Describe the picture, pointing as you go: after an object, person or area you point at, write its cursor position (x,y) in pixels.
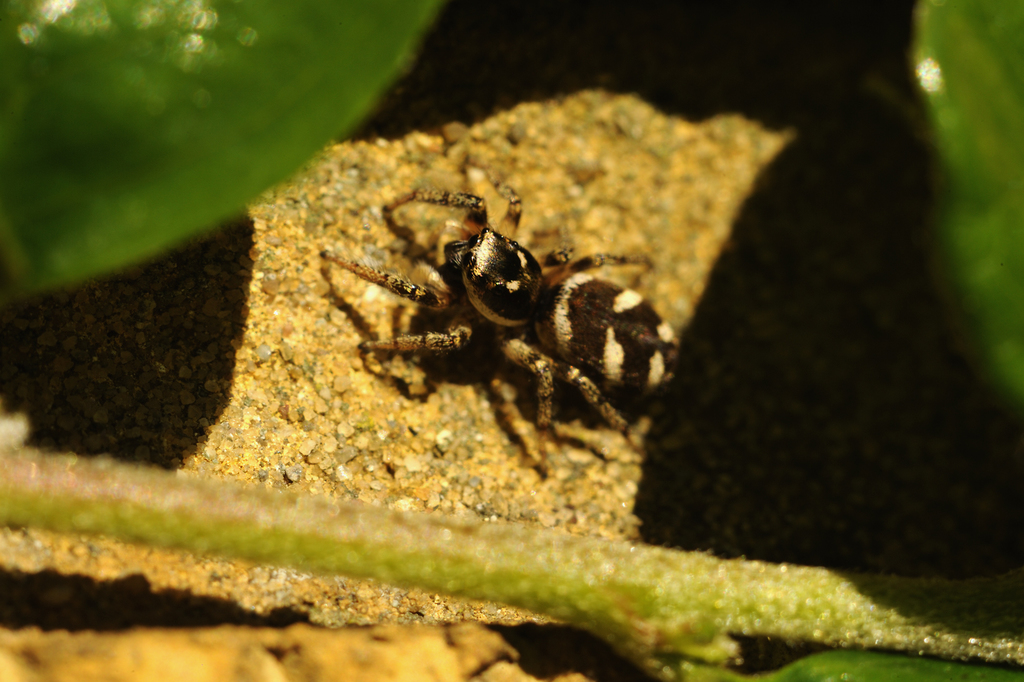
In this image I can see an insect (634,348) on a stone (290,448). At the bottom (441,568) there is a stem (372,520). At the top of the image (334,69) few leaves (258,124) are visible.
